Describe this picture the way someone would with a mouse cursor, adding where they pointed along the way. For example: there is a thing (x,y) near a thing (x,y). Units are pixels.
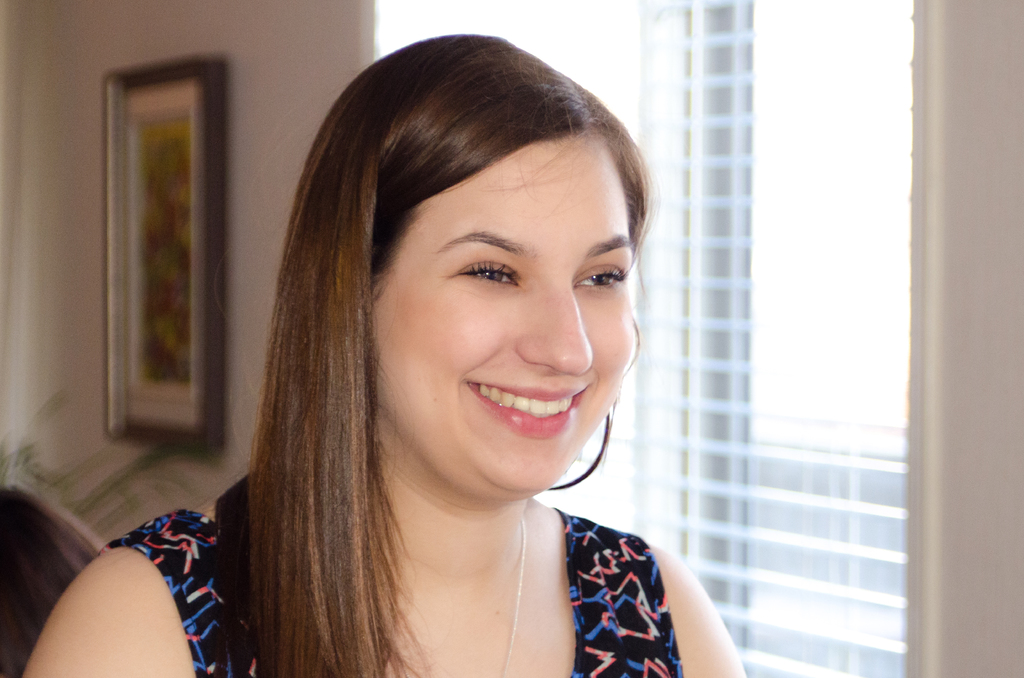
In this image I can see a person (468,579) and the person (620,650) is wearing black and blue color dress (655,650). Background (788,183) I can see few windows (773,178) and a frame (226,163) attached to the wall (283,65) and the wall (288,76) is cream color.
